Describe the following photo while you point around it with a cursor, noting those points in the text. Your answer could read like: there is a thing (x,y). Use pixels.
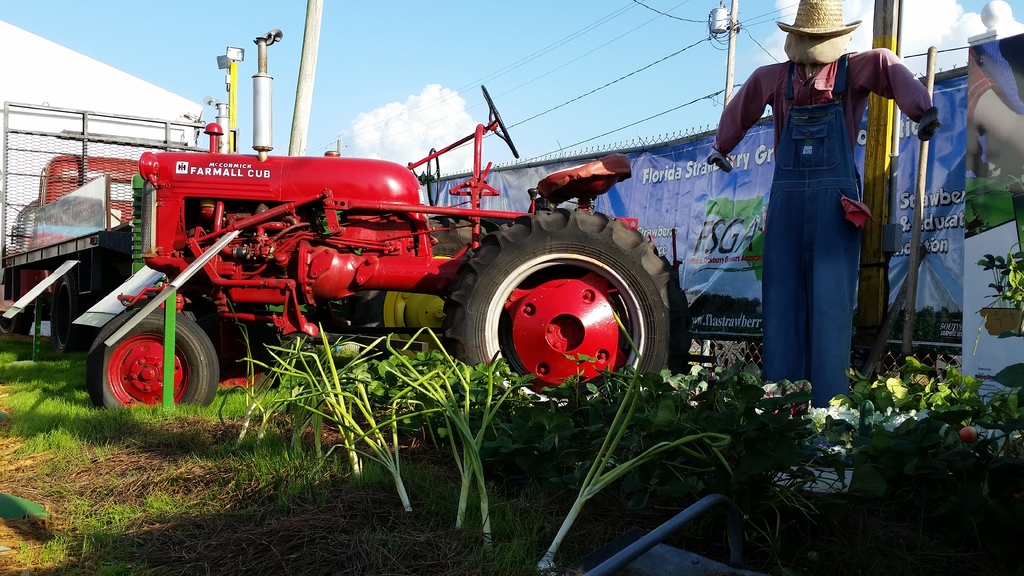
This picture shows a tractor (545,239) and we see plants (260,407) and grass (94,506) on the ground (502,483) and a banner (689,206) on the back (715,315) and we see a cloudy sky (486,114) and few poles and a scarecrow (810,19) and we see a house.
